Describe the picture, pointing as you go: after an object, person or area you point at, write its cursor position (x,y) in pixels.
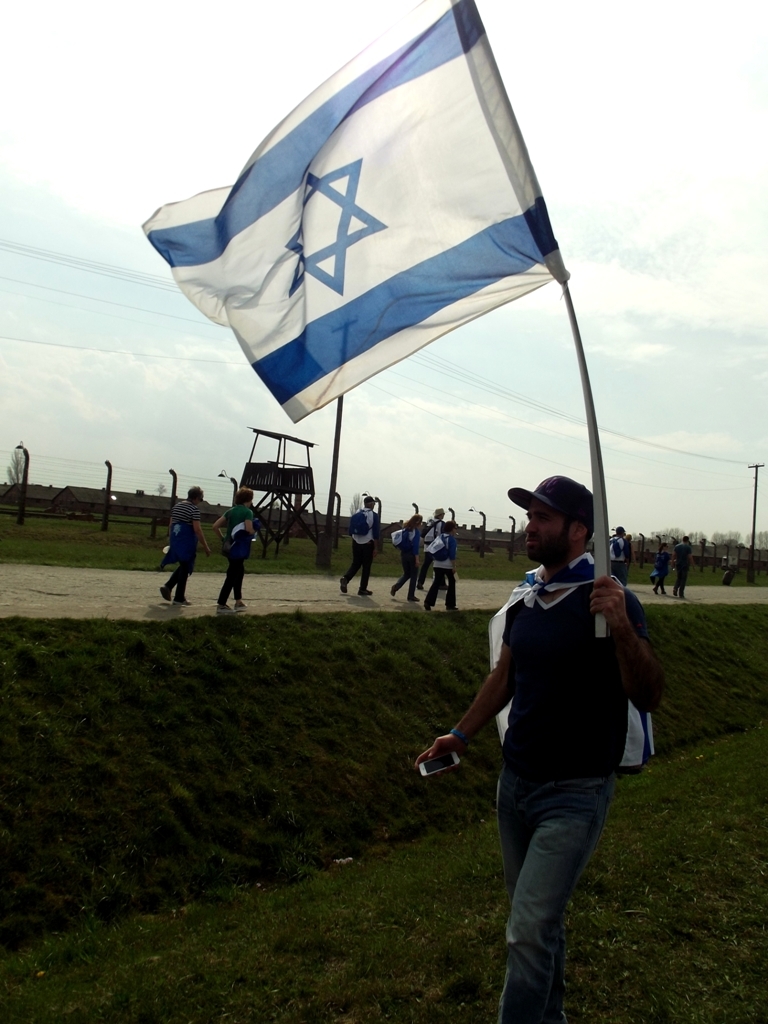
In this image I can see people (524,734) among them this man (533,605) is holding a flag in the hand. In the background (331,477) I can see fence (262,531), poles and the sky (445,453). Here I can see the grass (328,696) and a road (4,590).
